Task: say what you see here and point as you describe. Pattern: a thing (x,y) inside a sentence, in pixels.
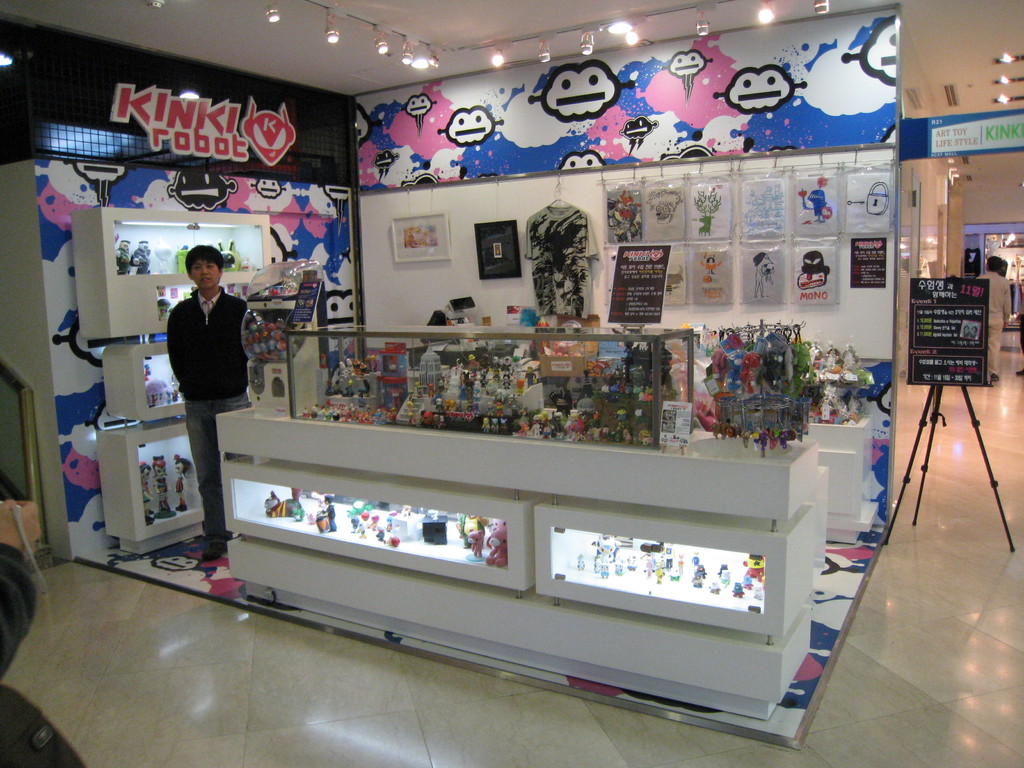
This is an inside view of a building (933,225) and here we can see a store (522,274) and there are many objects (440,511) are on the table (568,450) and there are some other objects (751,378) hanging and there are posters (717,212) on the wall (602,234) and we can see a cloth (538,236) and frames (396,254) hanging and there are some other stands (135,299), and some toys (342,374). At the top (184,125), there is a board (438,125) and we can see lights (582,51). On the right (919,364), we can see a board (936,368) and there are some other people (994,353) and there is a door (906,234). At the bottom (217,683), there is floor (206,708) and at the top (509,54), there is roof (538,27).
